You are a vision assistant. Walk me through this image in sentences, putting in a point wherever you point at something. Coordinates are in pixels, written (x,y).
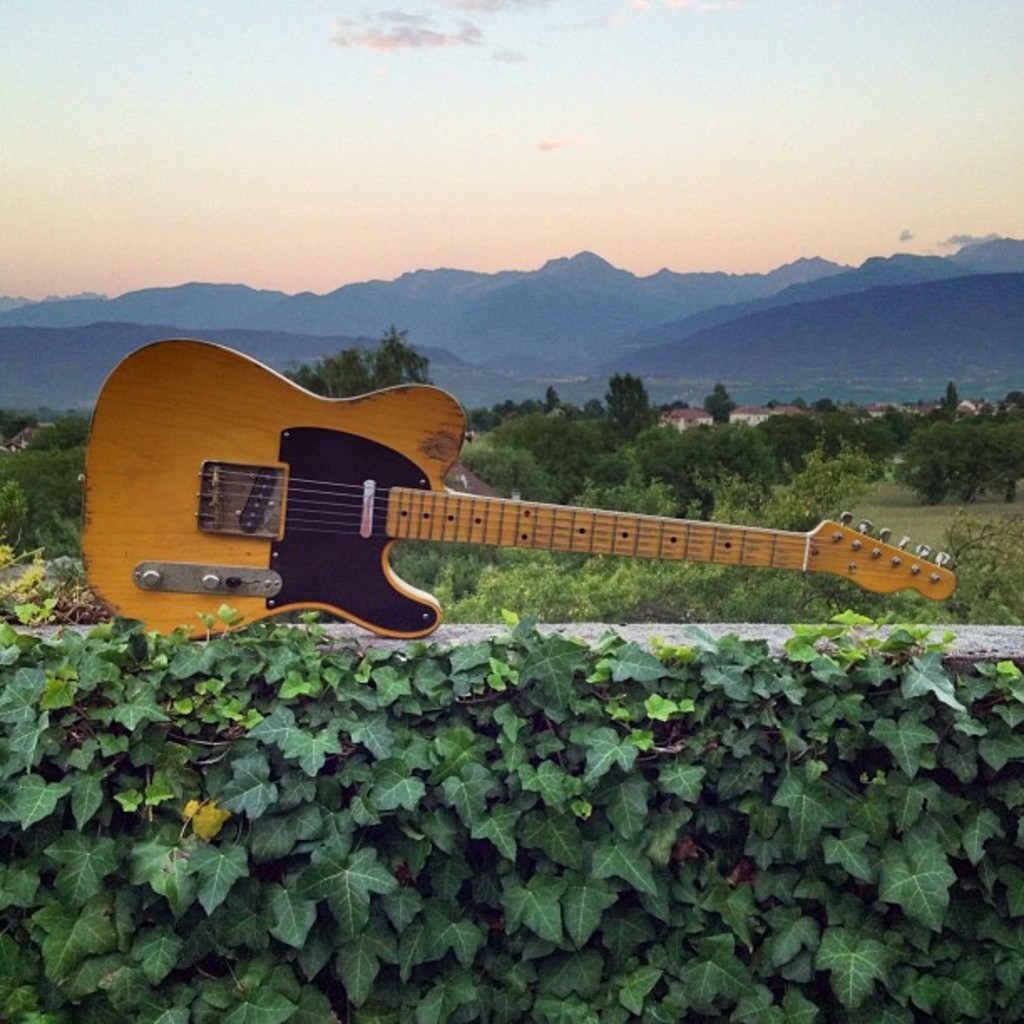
In this image I can see a guitar (406,391). In the background (61,440) I can see number of trees (61,440), mountains (692,310) and sky (305,152).
